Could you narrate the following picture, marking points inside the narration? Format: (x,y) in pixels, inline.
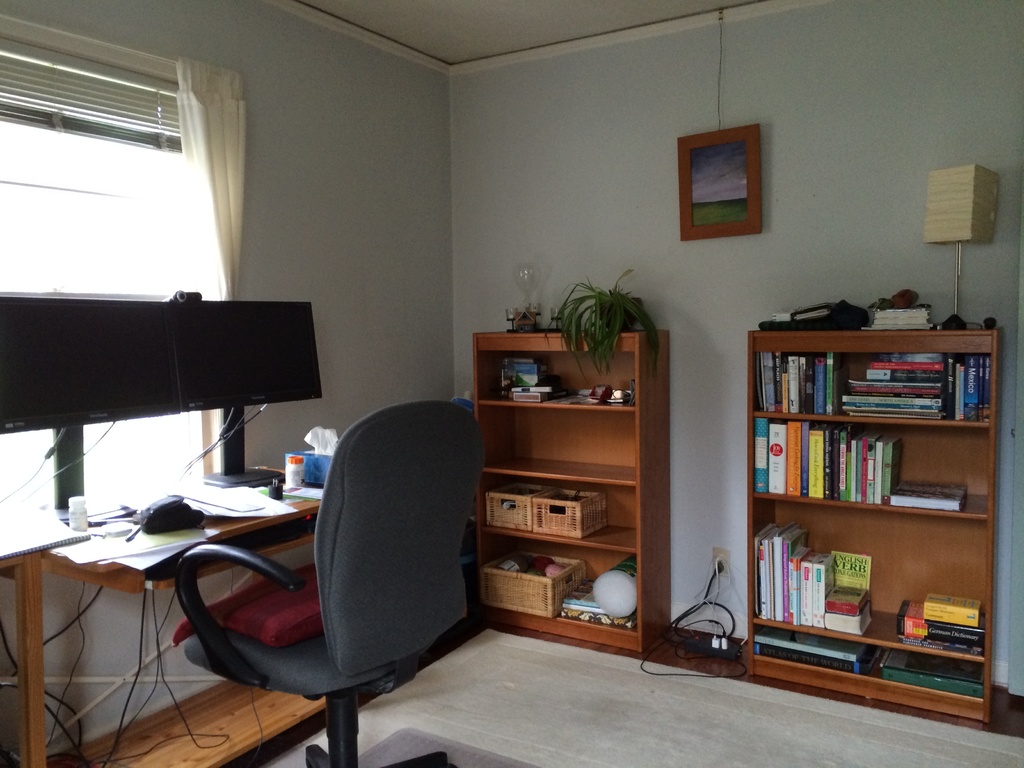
There is a chair (404,584) in front of a table (253,533) which has two desktops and some papers (190,491) on it and there is a bookshelf (892,596) in the right corner (894,574).
